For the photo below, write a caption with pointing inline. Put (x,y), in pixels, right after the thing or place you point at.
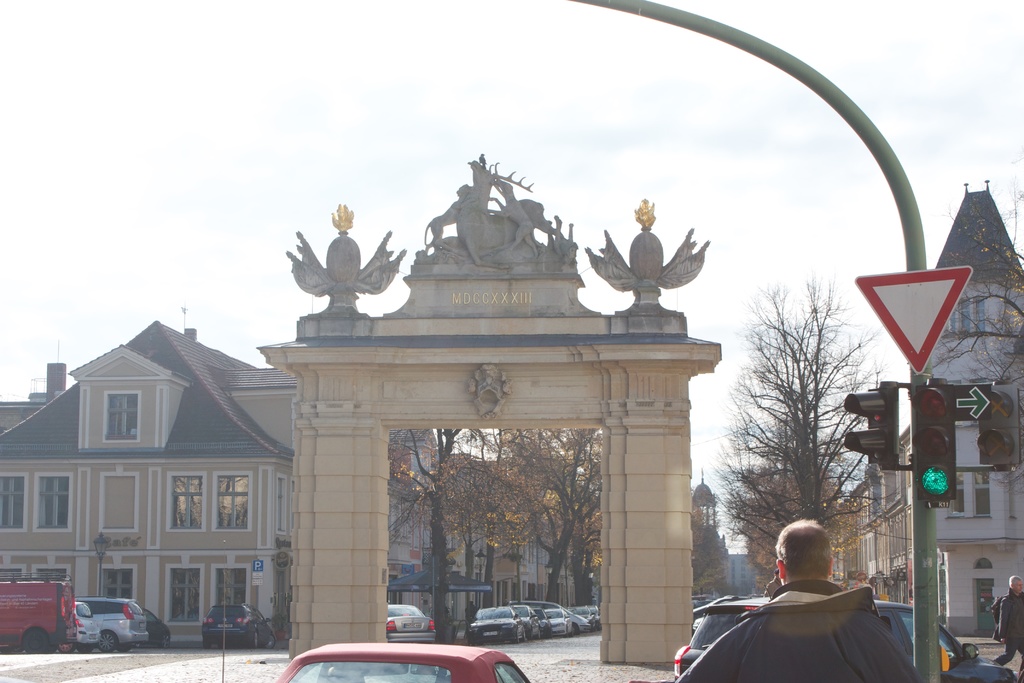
In this picture I can observe an entrance (410,354) in the middle of the picture (356,379). In the bottom of the picture (317,667) I can observe some cars (350,658). On the right side (937,468) there is a pole (929,607) to which traffic signals (925,427) are fixed. In the background (222,458) there are buildings (232,510), trees (497,485) and sky (633,129).
